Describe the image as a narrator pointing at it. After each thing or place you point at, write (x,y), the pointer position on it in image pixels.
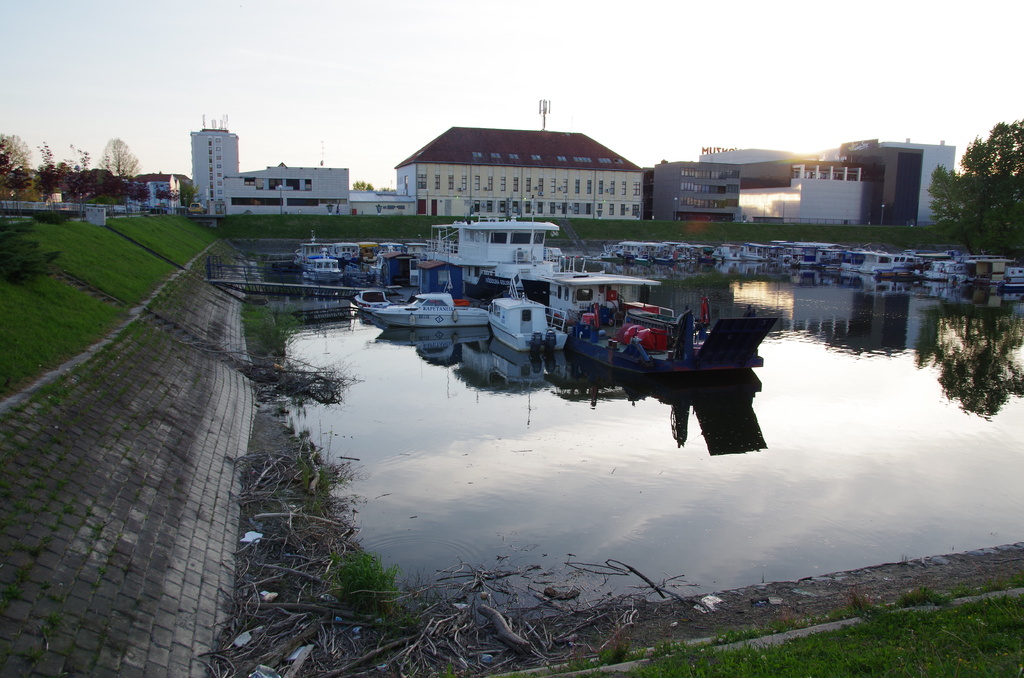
In this image there are a few boats (541,298) and ships (618,345) on the water (507,419), around the water (379,419) there are some wooden sticks (425,589), plants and grass (879,609). In the background (280,174) there are buildings (557,185), trees (42,164) and the sky (646,58).
